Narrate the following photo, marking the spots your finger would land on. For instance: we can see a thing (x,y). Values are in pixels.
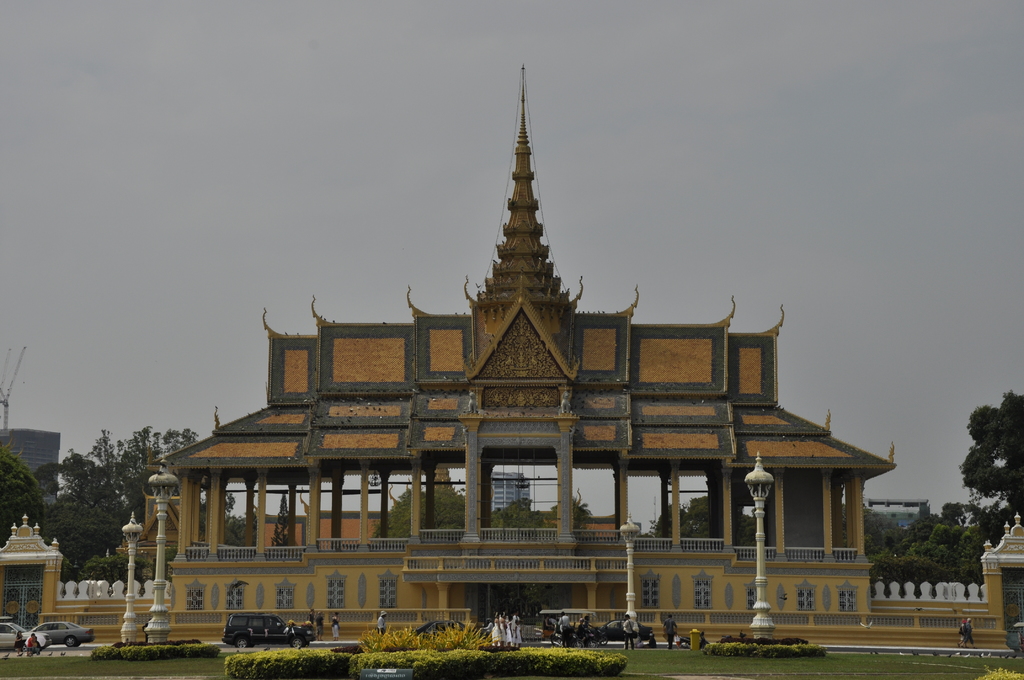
In this image I can see the ground (670,667), few plants (463,668) on the ground (684,667), few white colored poles (160,500), few persons (579,626) standing, few vehicles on the road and a huge building (629,431) which is orange, black and cream in color. In the background (931,561) I can see few buildings (50,439), few trees (128,482), a crane (5,418) on the building (46,451) and the sky (61,329).
